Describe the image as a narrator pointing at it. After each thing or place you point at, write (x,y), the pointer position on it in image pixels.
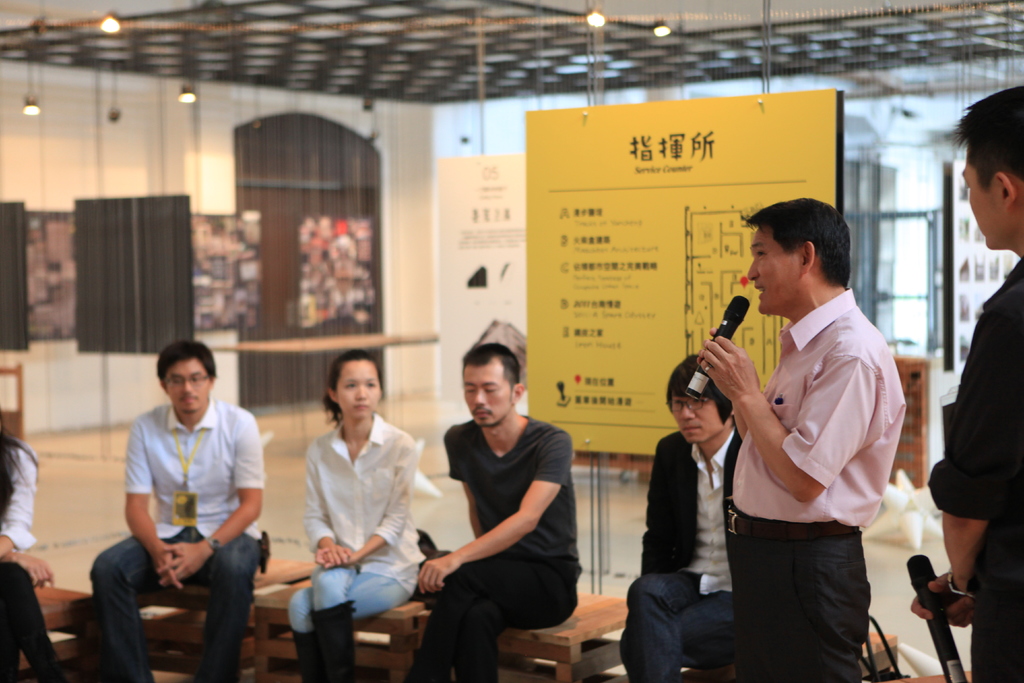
This man (781,348) is holding a mic (726,326) and talking. Another person (995,158) is looking at this man (817,288) and holding a mic (924,591). These people (690,515) are sitting on benches (286,581). Background (649,290) it is blur. We can see boards (516,276), lights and walls (88,176).
